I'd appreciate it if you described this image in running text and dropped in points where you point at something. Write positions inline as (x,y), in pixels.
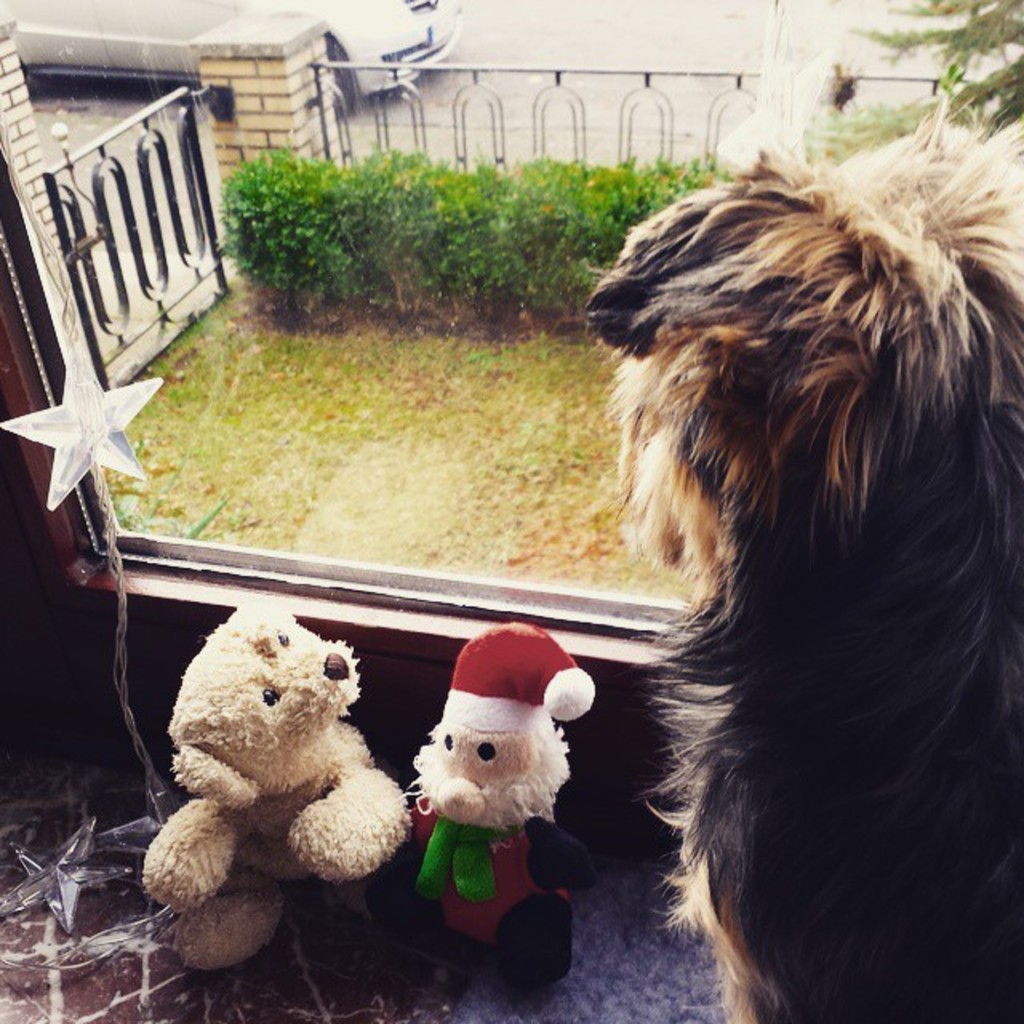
In this image, we can see a dog (707,795) and there are toys (351,803) and we can see streamers (22,863) and there is a glass door (315,157), through the glass (262,156) we can see railings (442,106), plants (456,236), a vehicle (384,82) on the road (575,99) and there is a tree (911,42).
